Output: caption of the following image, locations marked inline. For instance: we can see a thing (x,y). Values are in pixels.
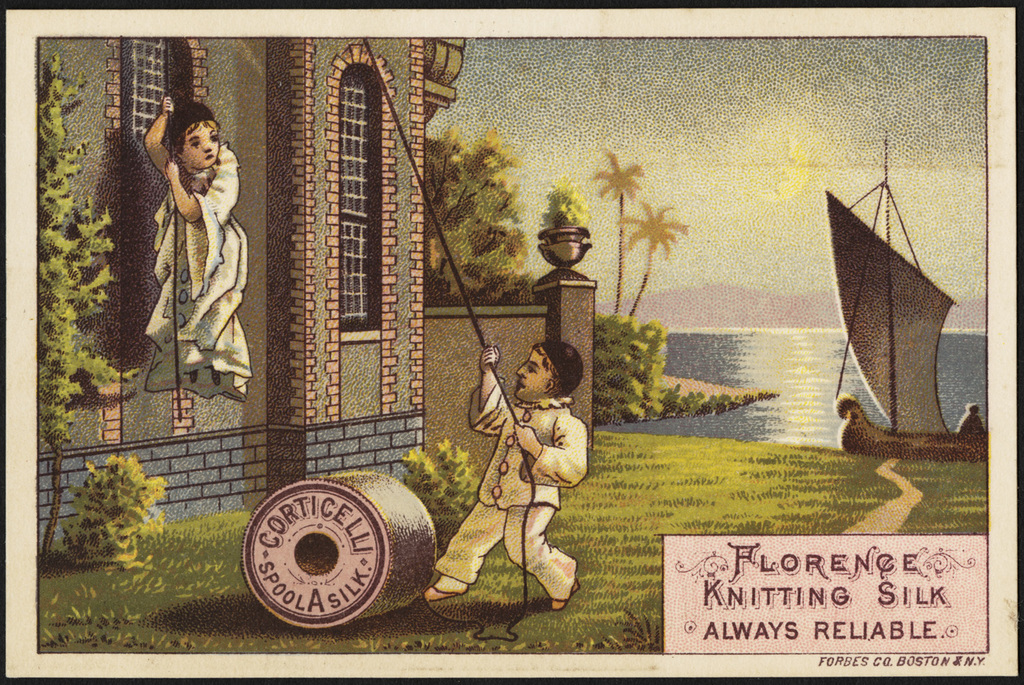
In this picture there are two persons (509,531). One is holding the rope (178,322) and the other one is pulling the rope (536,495). In the left side (57,374) there are some plants (109,515). We can observe a house (314,215) here. There is some grass (694,494) on the ground (667,494). In the right side (860,252) there is a boat (929,438). In the background (766,357) there is a river (738,415), some trees (636,367), hills (659,298) and a sky (716,170).
